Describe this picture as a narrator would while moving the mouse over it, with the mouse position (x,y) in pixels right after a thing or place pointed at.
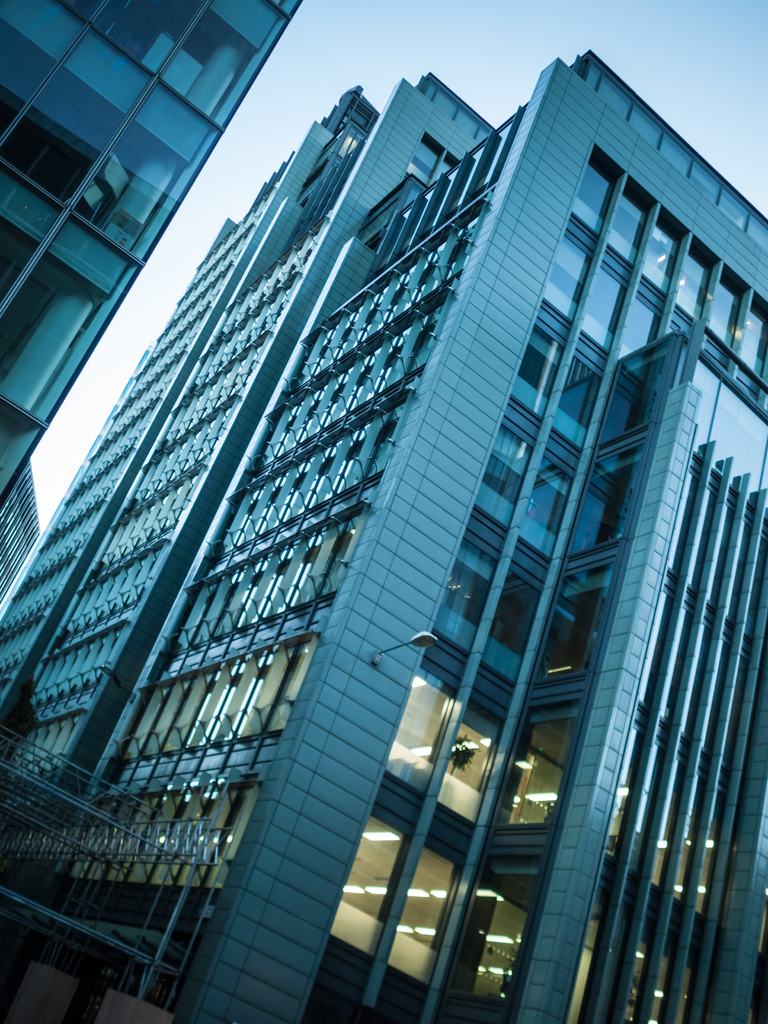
In this picture I can see buildings (300,509) with glass doors (86,253), there are lights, iron rods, and in the background (482,77) there is sky (572,55).
